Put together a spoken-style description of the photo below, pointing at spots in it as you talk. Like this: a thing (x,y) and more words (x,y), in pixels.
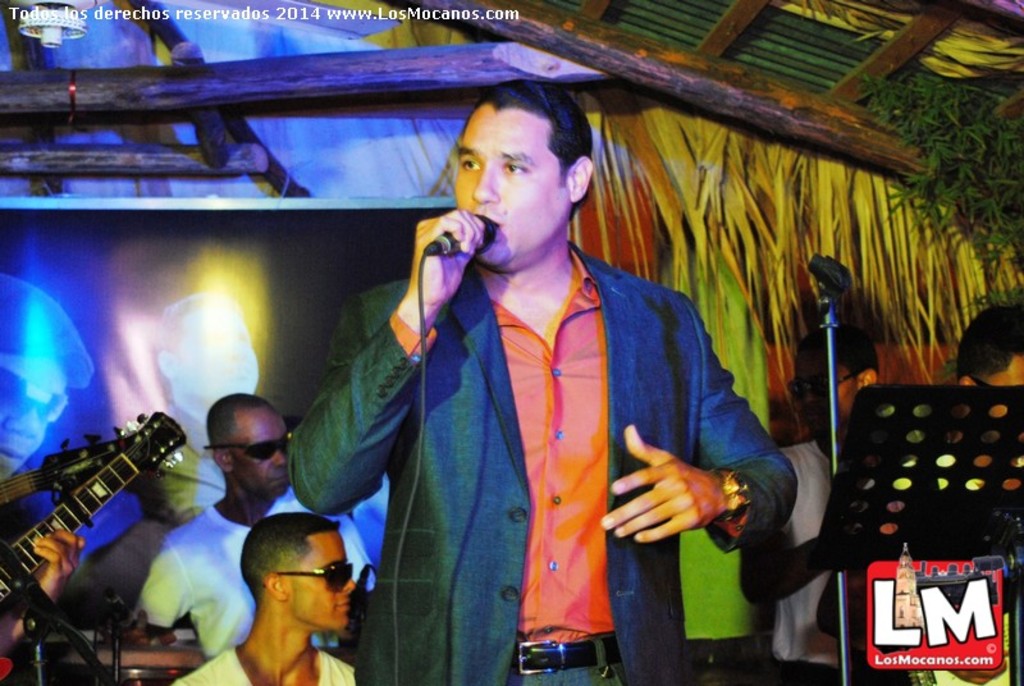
In this image there is a man (502,576) he wear suit (490,497), belt (535,644), shirt (575,591) and trouser (598,678) he is singing. In the left (199,588) there are two men (261,569) staring at something. In the background (933,206) there are some people (850,391), mic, guitar (129,471), light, plant (918,205).
